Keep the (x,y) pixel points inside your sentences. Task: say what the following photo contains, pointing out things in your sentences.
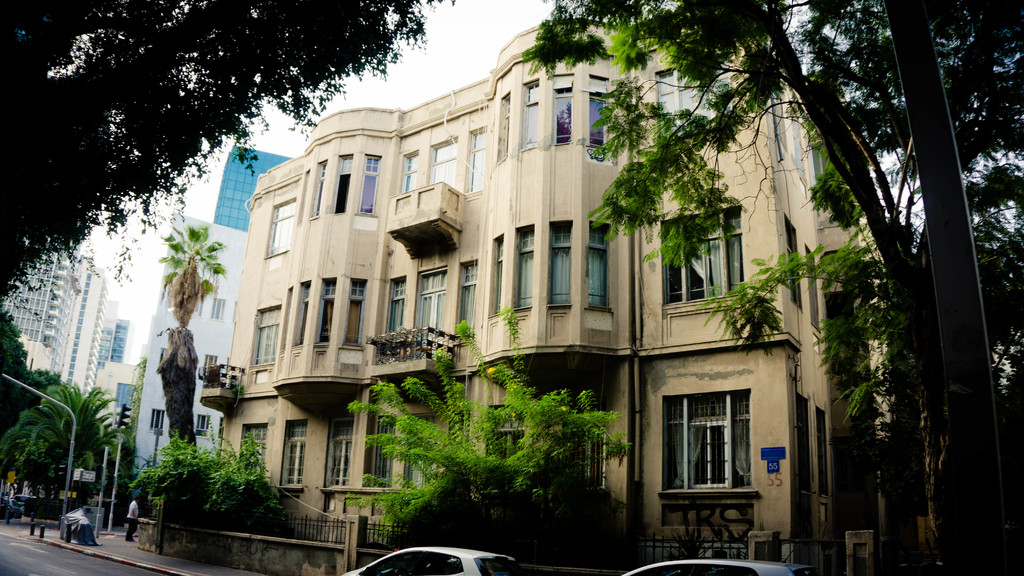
In this image I can see at the bottom (754,569) there are vehicles (487,570), there are trees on either side of this image. In the middle (439,307) there are buildings (410,327), on the left side (131,502) there is a man (129,522) standing. At the top (514,28) it is the sky (507,41).
